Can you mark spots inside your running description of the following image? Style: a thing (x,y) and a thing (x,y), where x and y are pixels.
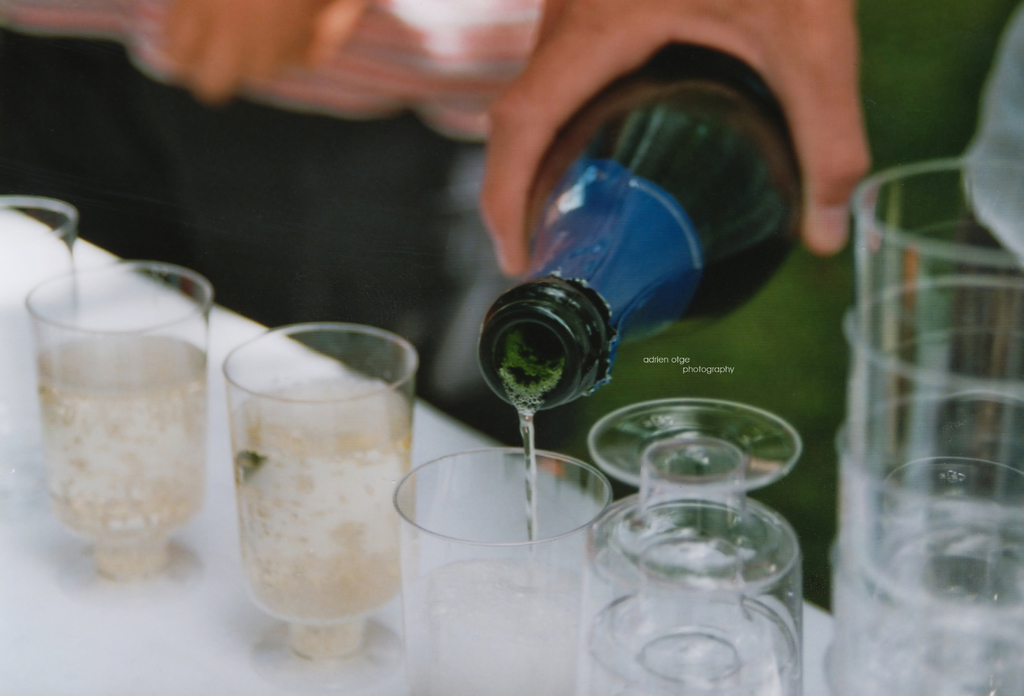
In this picture we can see glasses (552,535) on table (200,567) with some drink (324,494) in it and some persons hand (507,251) is holding bottle (666,238) and pouring drink (511,381) in the glasses (453,517) and in background (318,92) it is blur.
